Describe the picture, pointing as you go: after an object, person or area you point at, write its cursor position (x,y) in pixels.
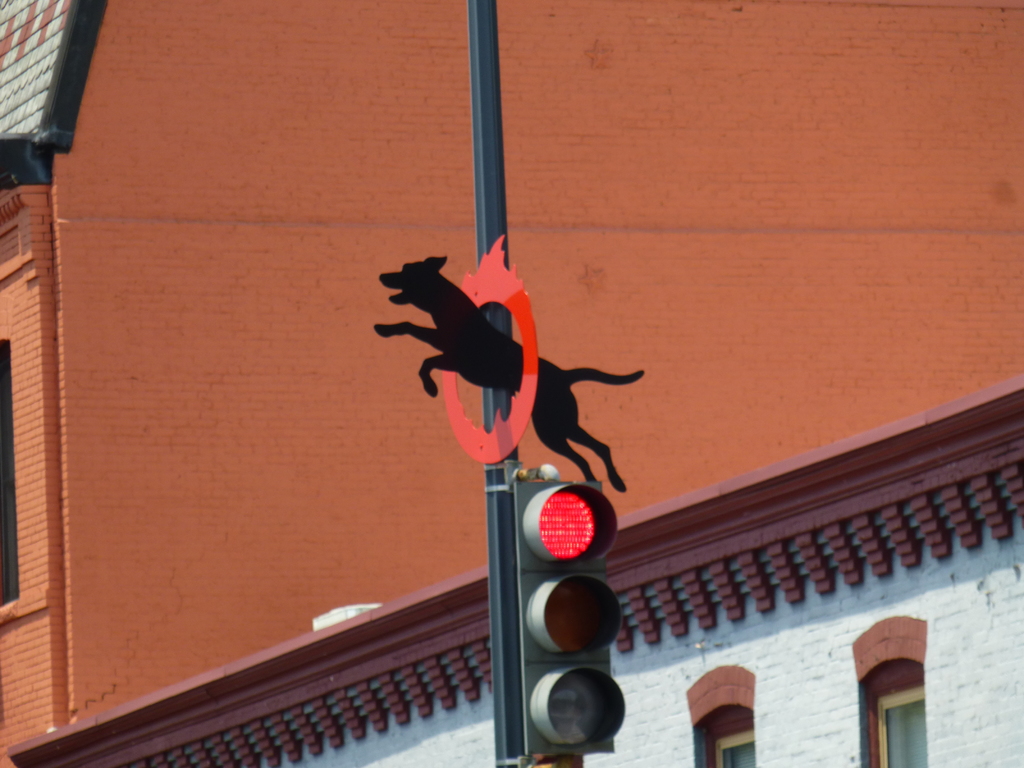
On this pole (514,697) there is a traffic signal light (576,534) and board (542,396) in the shape of a dog. Background (710,608) there is a building (794,586) with windows (720,724).
